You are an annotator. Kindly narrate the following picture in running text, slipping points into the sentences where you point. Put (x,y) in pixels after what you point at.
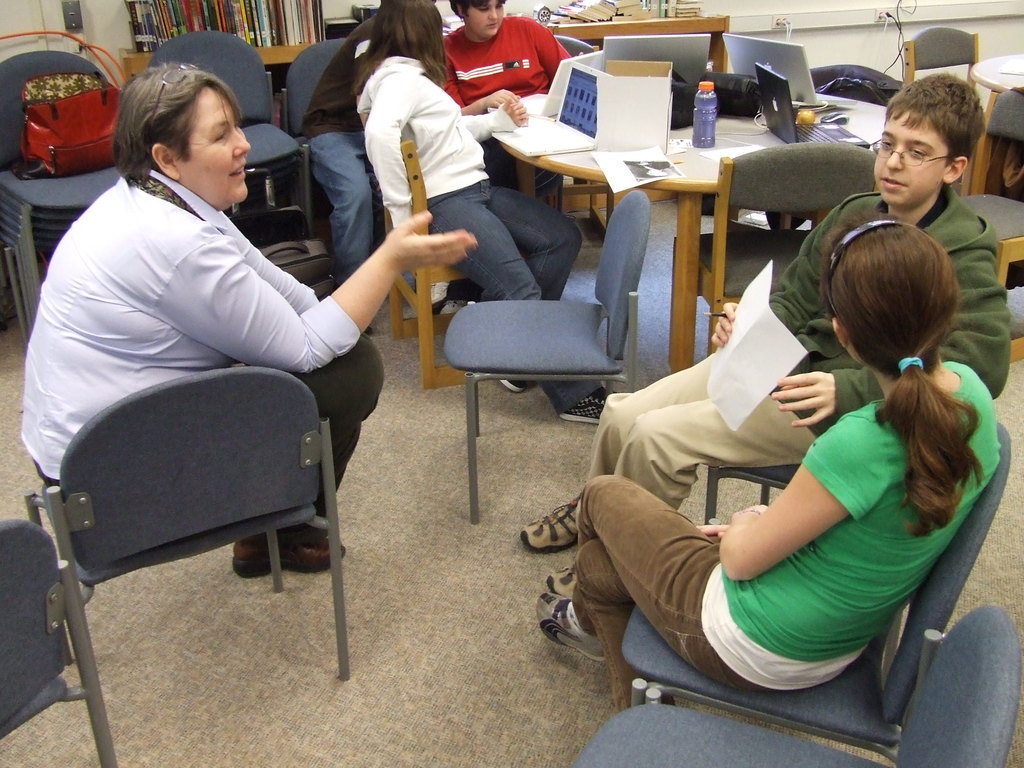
In this image there are group of persons (810,285) who are sitting on the chairs (760,163) and discussing something and at the top of the table (731,134) there are laptops (553,145), water bottles (701,142).
